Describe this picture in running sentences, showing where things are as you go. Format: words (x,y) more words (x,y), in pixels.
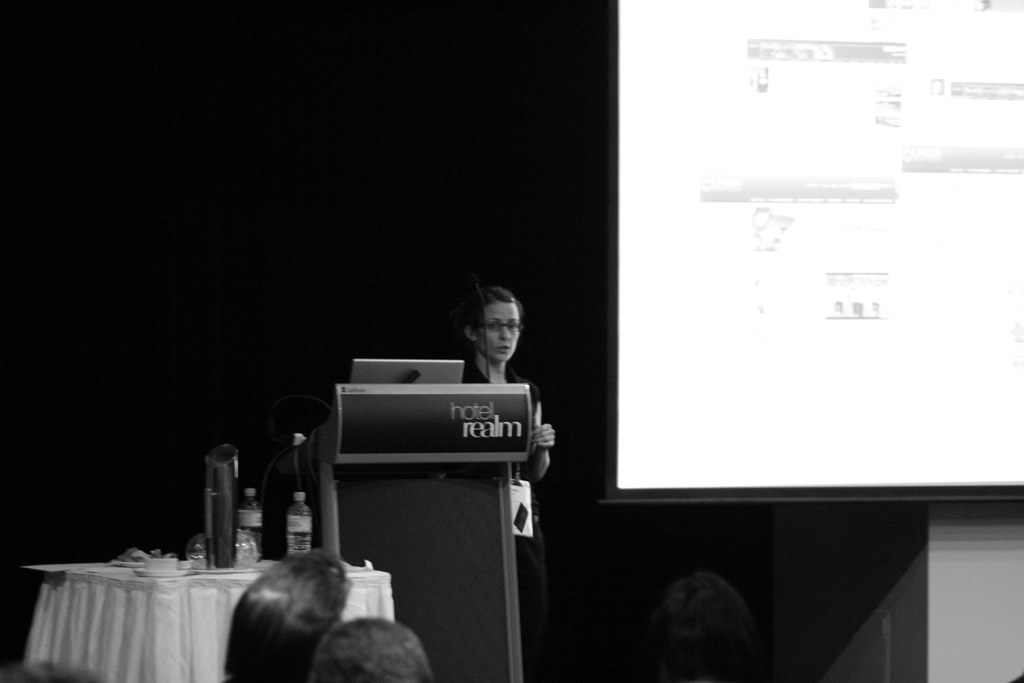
This is a black and white image. In this image we can see a woman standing near a speaker stand (495,448) containing a laptop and a mic (481,300) with a stand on it. We can also see a table (191,612) beside her containing some bottles (295,548), jars (232,539), a cup (175,567) with a saucer (165,577) on it. On the bottom of the image (289,661) we can see some people (325,670). On the right side (796,464) we can see a display screen (749,487).
